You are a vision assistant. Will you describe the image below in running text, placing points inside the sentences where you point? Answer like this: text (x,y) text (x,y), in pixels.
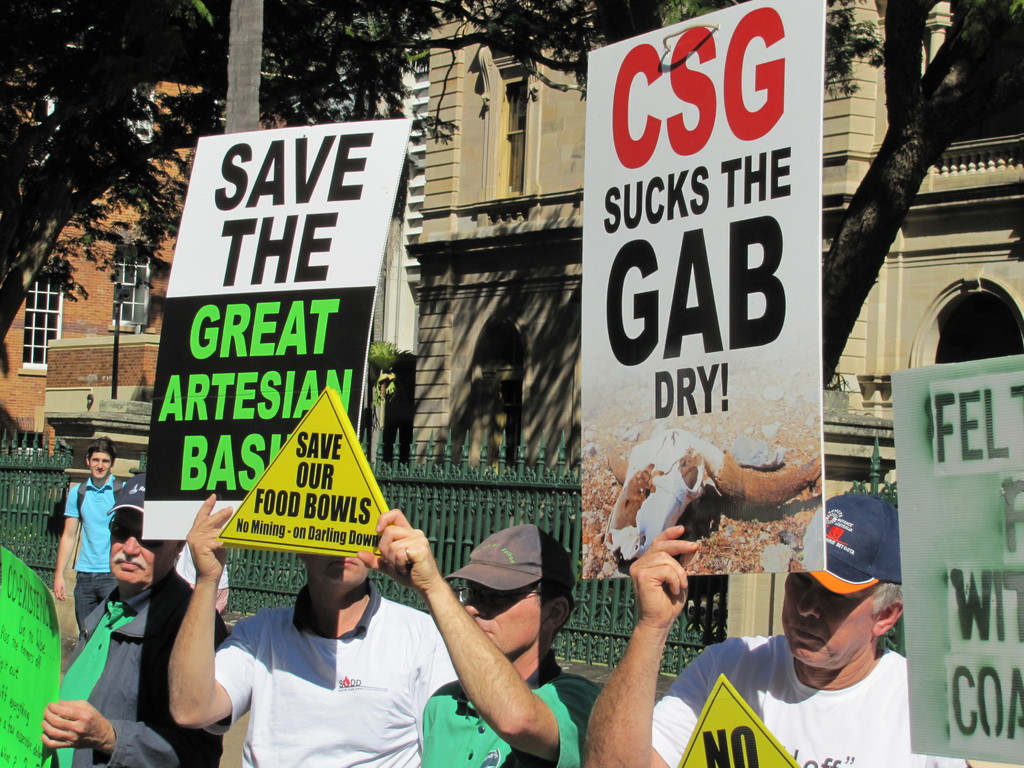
In this image there are people (81,662) holding the placards (599,463). Behind them there is a metal fence (423,507). In the background of the image (481,228) there are buildings (528,289), trees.
